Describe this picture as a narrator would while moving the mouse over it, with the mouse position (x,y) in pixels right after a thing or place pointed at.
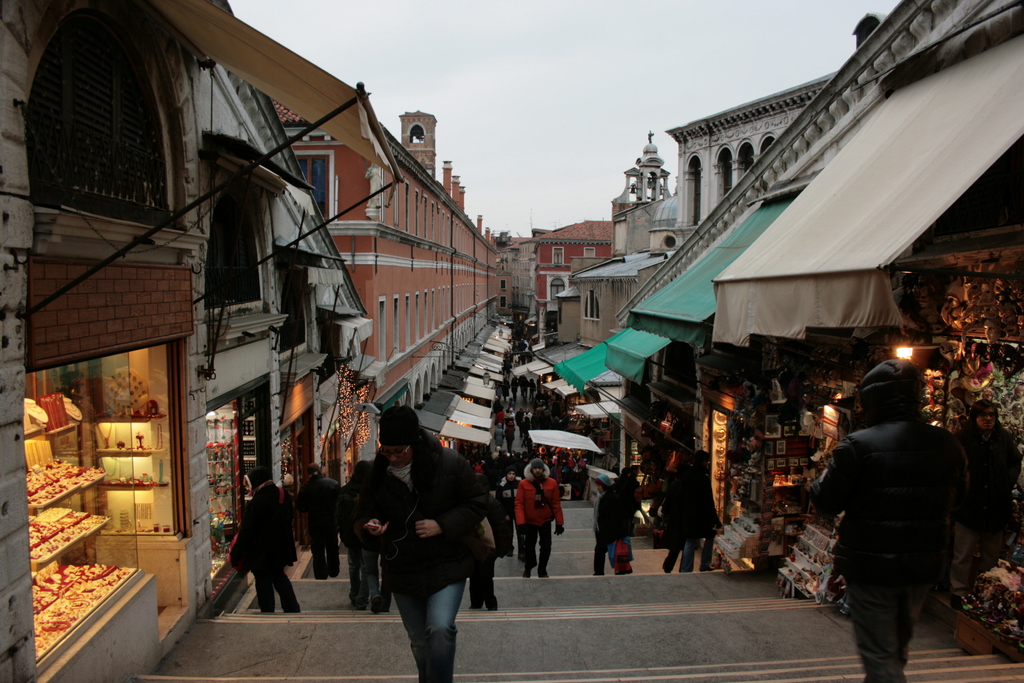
In the picture we can see the way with steps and both the sides of the steps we can see the buildings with shops (18,672) and many people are walking and shopping and in the background (535,225) also we can see the buildings (456,193) and on the top of it we can see the sky (701,11).
